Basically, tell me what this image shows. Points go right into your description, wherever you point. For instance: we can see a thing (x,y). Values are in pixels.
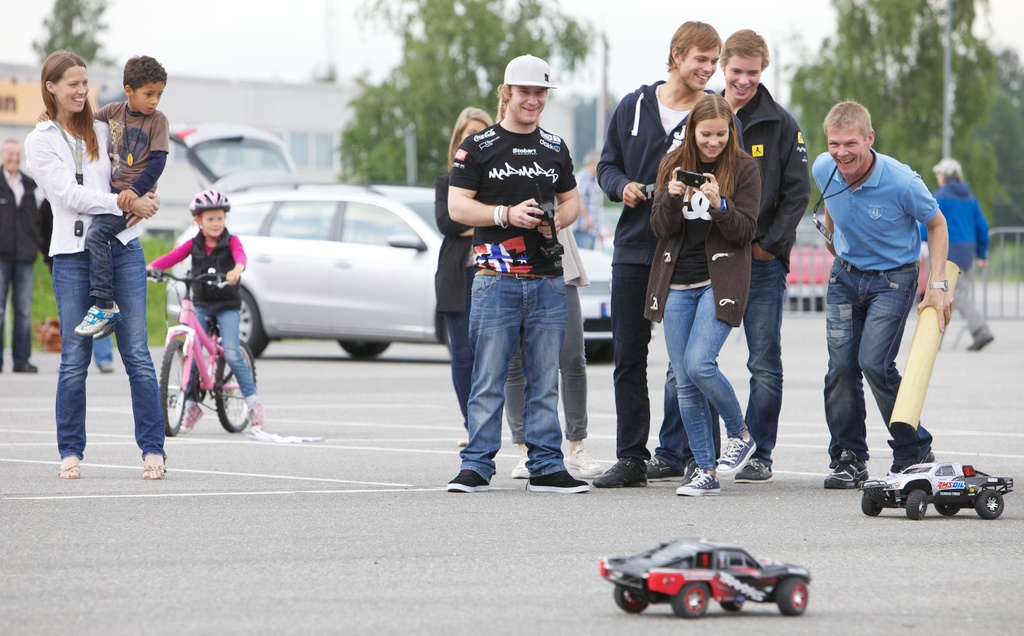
This is an outside view. On the right side (933,486) there are two toy cars (770,566) on the road (911,622) and there are few people (667,213) standing and smiling. A man (520,156) and a woman (702,312) are holding cameras (541,240) in their hands (707,199). On the left side (73,282) there is a woman (63,275) standing, smiling by looking at these people (509,216) and she is carrying a boy (122,183) in the hands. At the back of this woman (75,123) there is a child (213,304) riding a bicycle (182,354) and a person (24,242) is standing. In the background (276,272), I can see few cars (293,251) on the road (309,383) and also I can see few trees (416,106), a building (346,102) and some poles (944,53). On the right side (1003,270) there is a railing (1003,285). At the top of the image (263,22) I can see the sky (231,4).
